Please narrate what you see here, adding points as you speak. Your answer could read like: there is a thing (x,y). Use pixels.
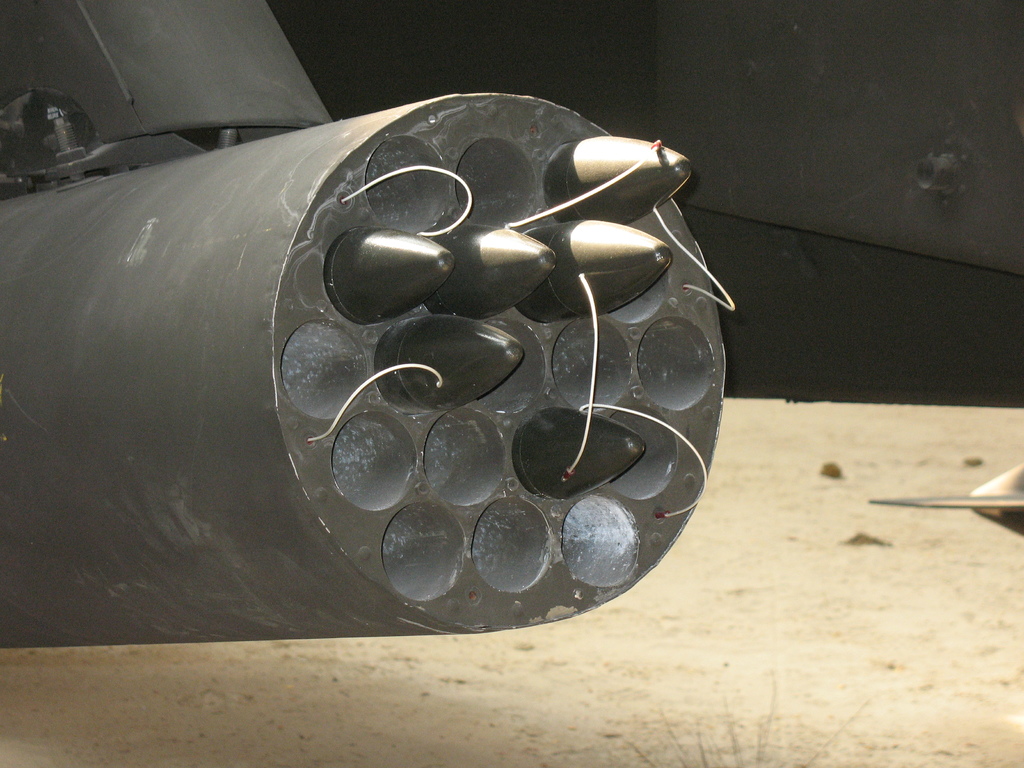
In this picture we can see the ground (784,592), machine (168,212) with bullets (612,422) and some objects (900,288).
